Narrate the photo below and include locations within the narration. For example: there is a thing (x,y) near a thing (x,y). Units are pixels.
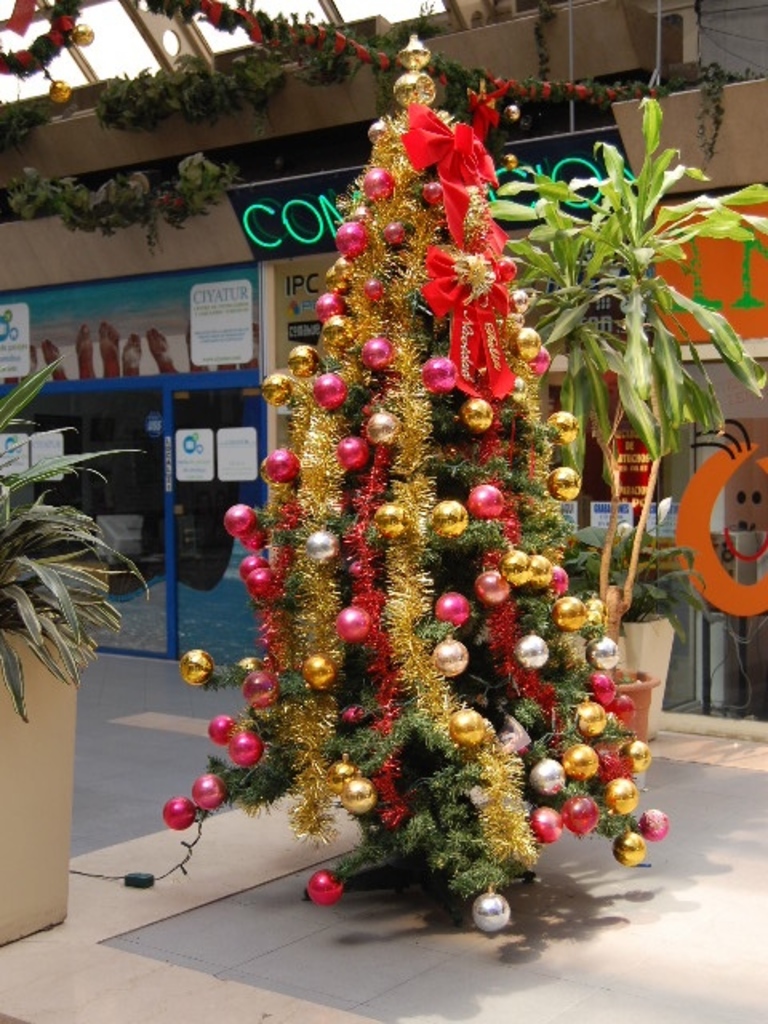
In the middle of this image (451,618), there is a Christmas tree (469,724), which is decorated on the floor (665,856). On the left side (57,751), there is a potted plant (57,724). In the background (754,623), there is a building (128,59), which is having glass windows (723,456), on which there are posters (649,518) pasted and there are two potted plants (637,566) on the floor (712,803).
